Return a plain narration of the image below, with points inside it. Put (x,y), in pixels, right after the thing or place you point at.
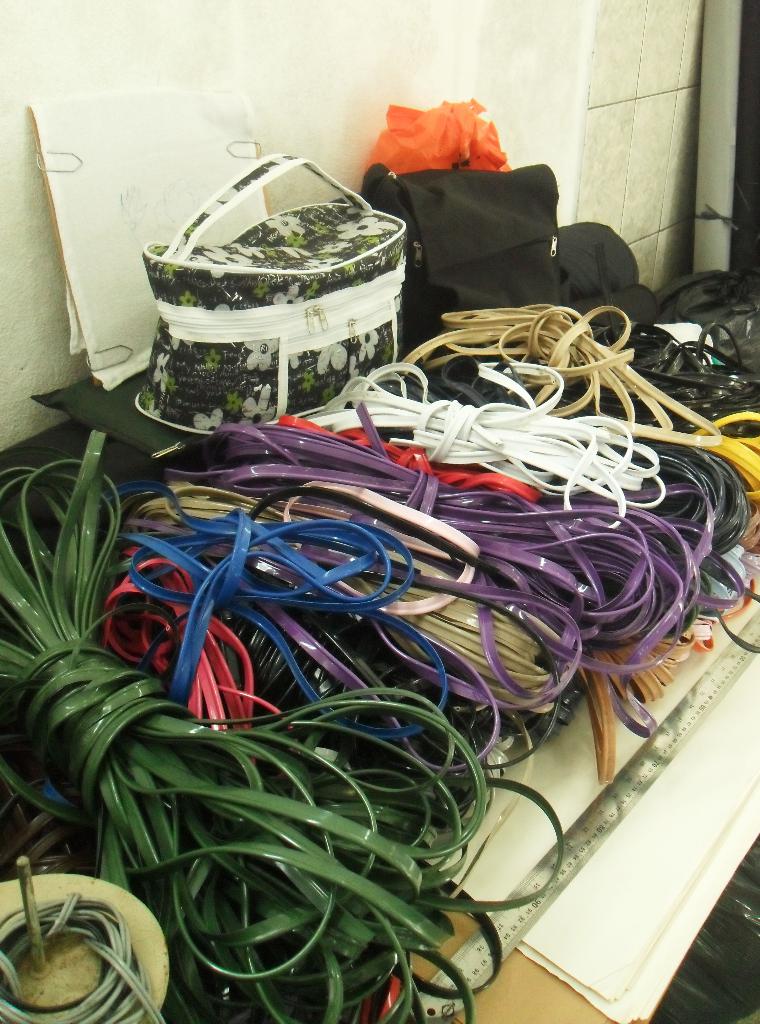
In this image, There is a table (548,914) which is white color on that table (647,886) there are different color ropes (382,646) kept on the table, There is a steel rule (622,783) on the table (536,977), In the middle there is a bag (252,417) which is in black color, In the right side (515,210) there is a black color bag (468,281) kept on the table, In the background (359,62) there is a white color wall (345,52).
